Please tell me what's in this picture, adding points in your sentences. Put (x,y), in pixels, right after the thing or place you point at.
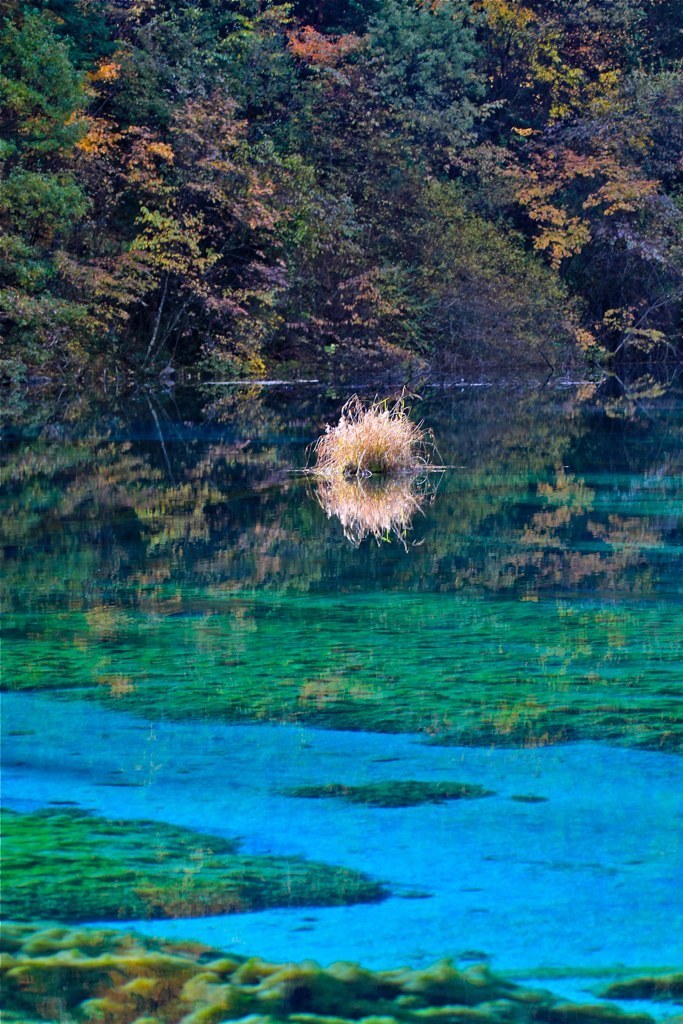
This picture is clicked outside the city. In the center (342,442) there is an object (342,454) in the water body (625,472). In the background (577,92) we can see the trees (216,194).
